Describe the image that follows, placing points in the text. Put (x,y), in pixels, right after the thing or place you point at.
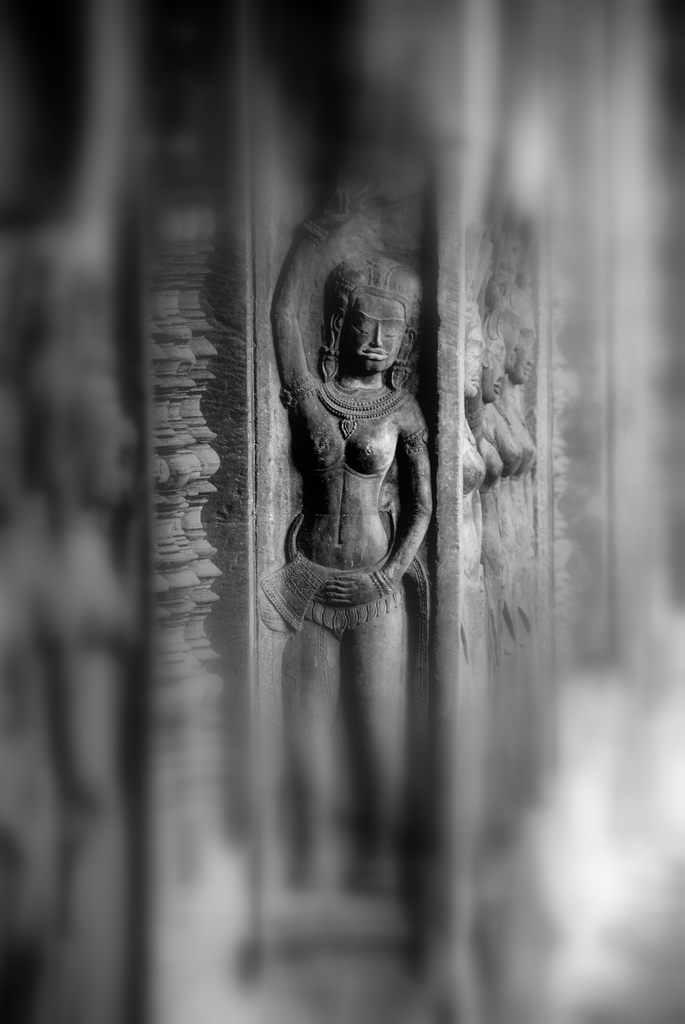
In the middle of this image (361,451) I can see the sculptures (341,423) on a rock (312,297). The background (677,765) is blurred.
